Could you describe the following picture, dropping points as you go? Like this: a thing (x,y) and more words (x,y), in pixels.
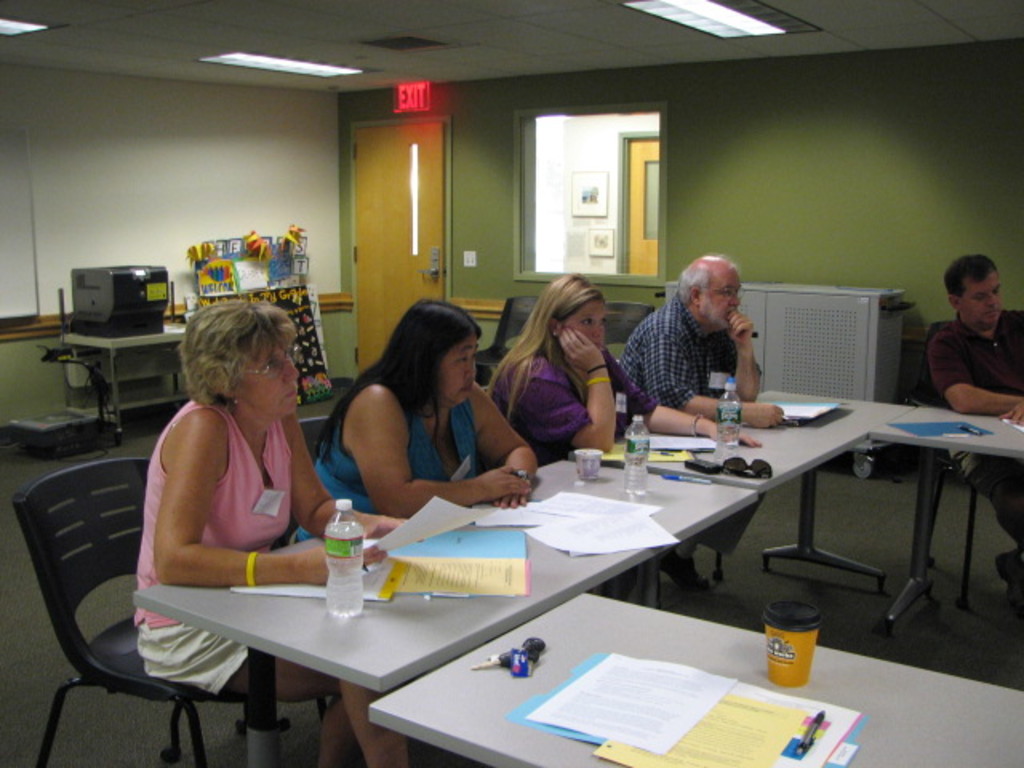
This picture is clicked inside a room (886,213). There are few people (554,383) sitting on chair (103,534) at the table (604,564). On the table (588,564) there are water bottles (336,557), papers (565,532), paper cups (589,462), sunglasses (740,475), keys (512,659) and files (832,403). Behind them there is a table (117,377) and a printer (124,282) on it. In the background (203,174) there is wall (453,216), glass windows (527,222) and a white board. There are lights (284,71) to the ceiling (622,35).
